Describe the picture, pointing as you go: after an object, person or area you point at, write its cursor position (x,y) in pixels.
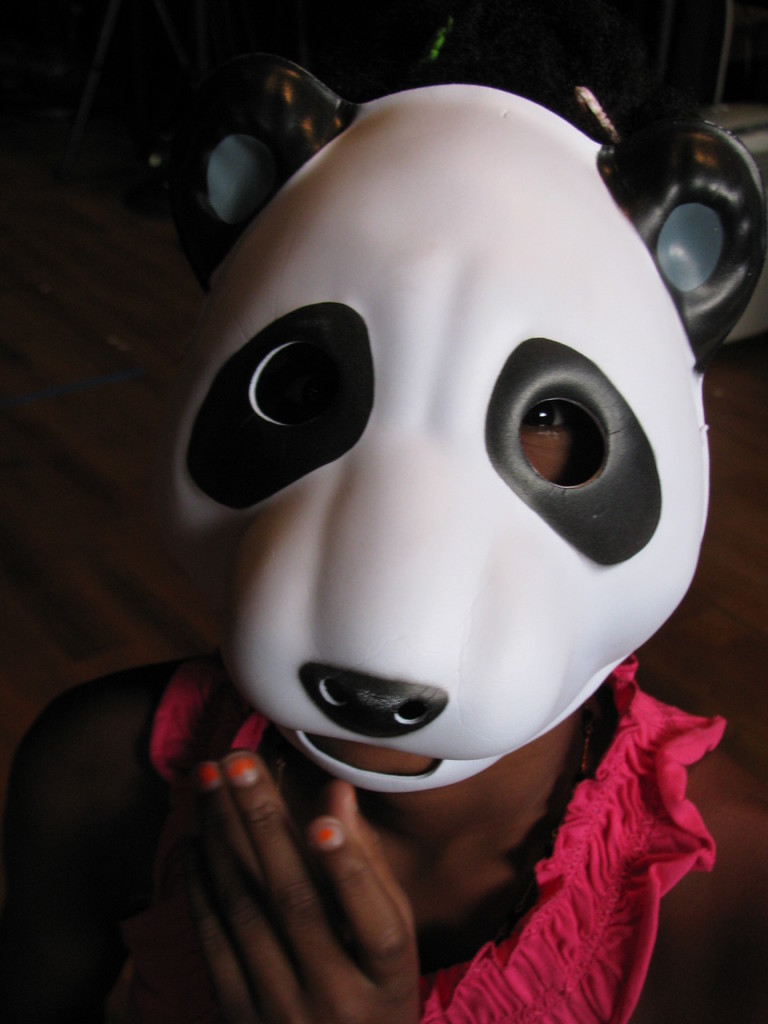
In this picture there is a person (338,295) in the center of the image (443,414), he is wearing an animal mask (443,414).
